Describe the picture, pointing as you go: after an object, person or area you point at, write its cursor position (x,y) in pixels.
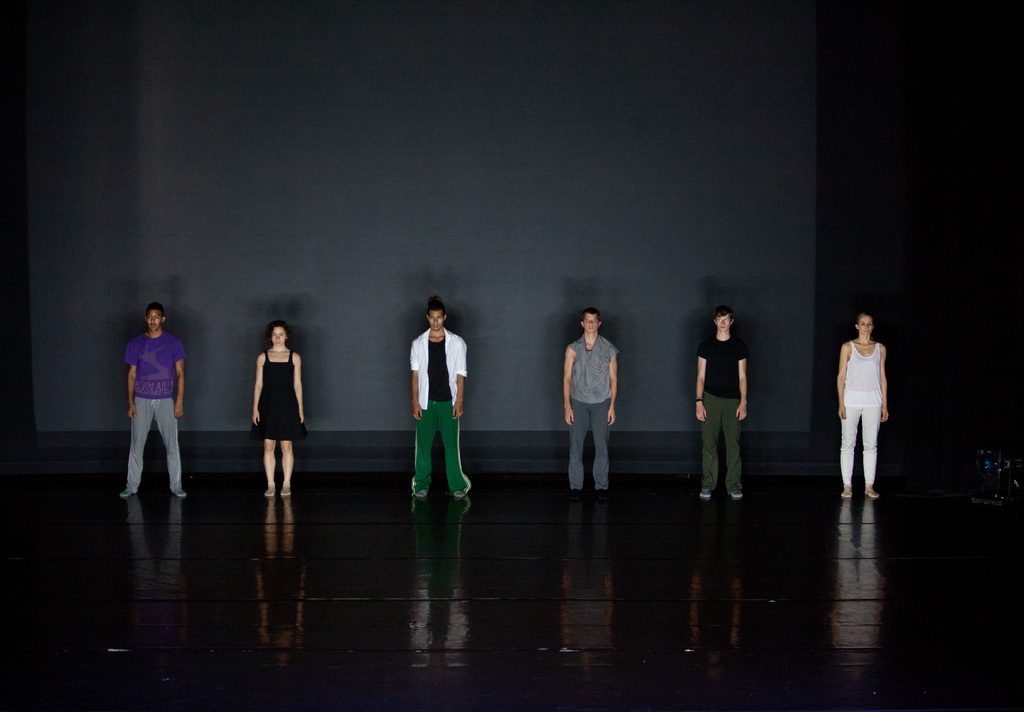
In this picture we can see a few people (853,448) standing on the floor (187,518).
